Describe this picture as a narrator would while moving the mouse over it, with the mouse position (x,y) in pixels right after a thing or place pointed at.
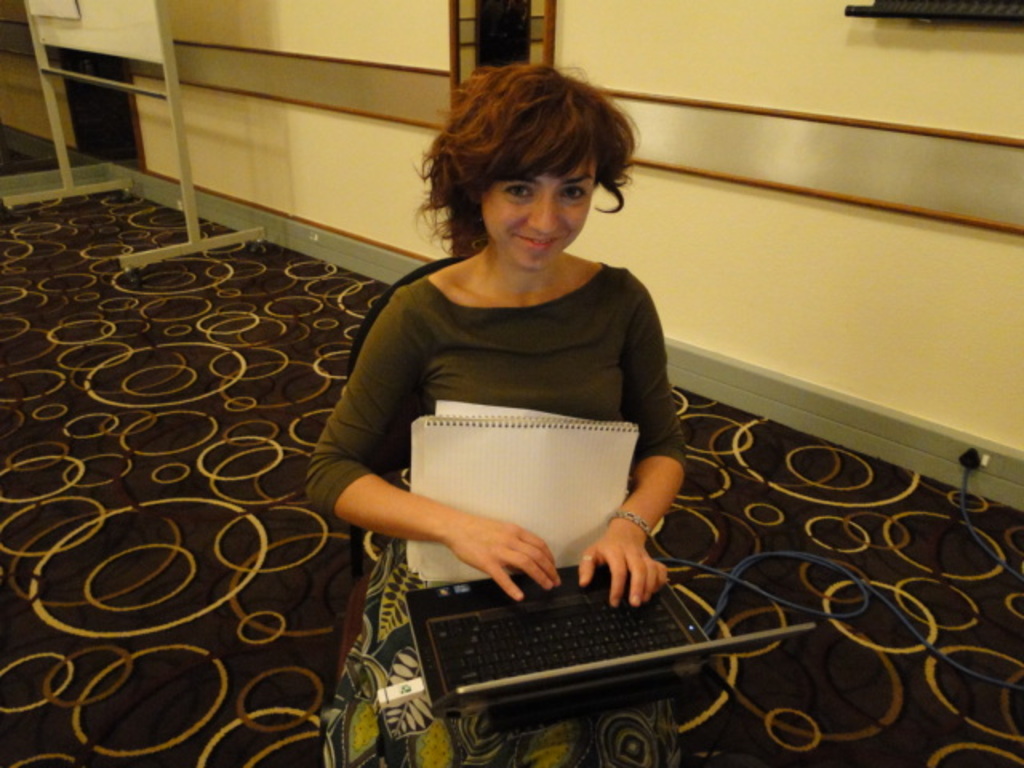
In this image one women (336,510) sitting on a chair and working in a laptop (466,638) along with her one book (525,526) is there, beside her one wall (818,324) is there, backside of her one board (121,25) is there.
